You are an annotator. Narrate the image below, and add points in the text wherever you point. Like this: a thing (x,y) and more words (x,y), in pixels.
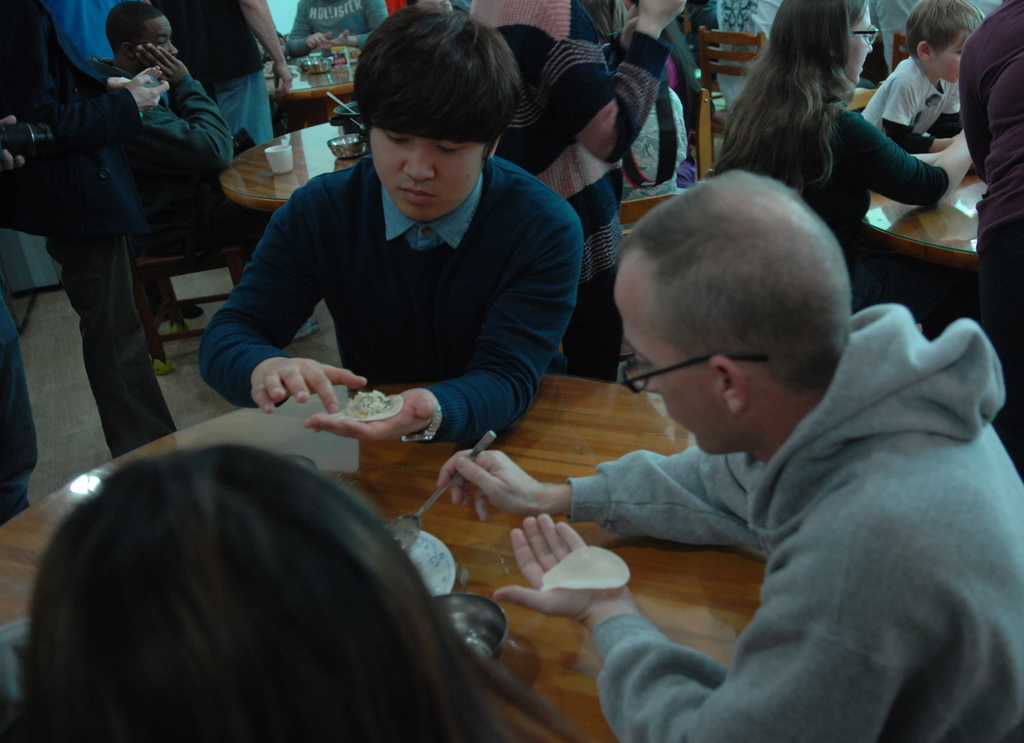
In this image few chairs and tables (310,151) are on the floor (45,443). Few persons (272,311) are sitting on the chairs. The person (651,241) on the right side of the image (843,442) is sitting and he is holding some food (588,578) with one hand (546,559) and holding a spoon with the other hand (488,481). Beside him there is a person (472,348) holding some food (354,400) in his hand (398,420). Before him there is a table (441,522) having a plate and few objects (474,599) on it. Left side (249,175) there is a table (266,171) having a cup (281,171), bowl (338,147) and few objects (350,130) on it. Few persons (125,341) are standing on the floor (50,387).
